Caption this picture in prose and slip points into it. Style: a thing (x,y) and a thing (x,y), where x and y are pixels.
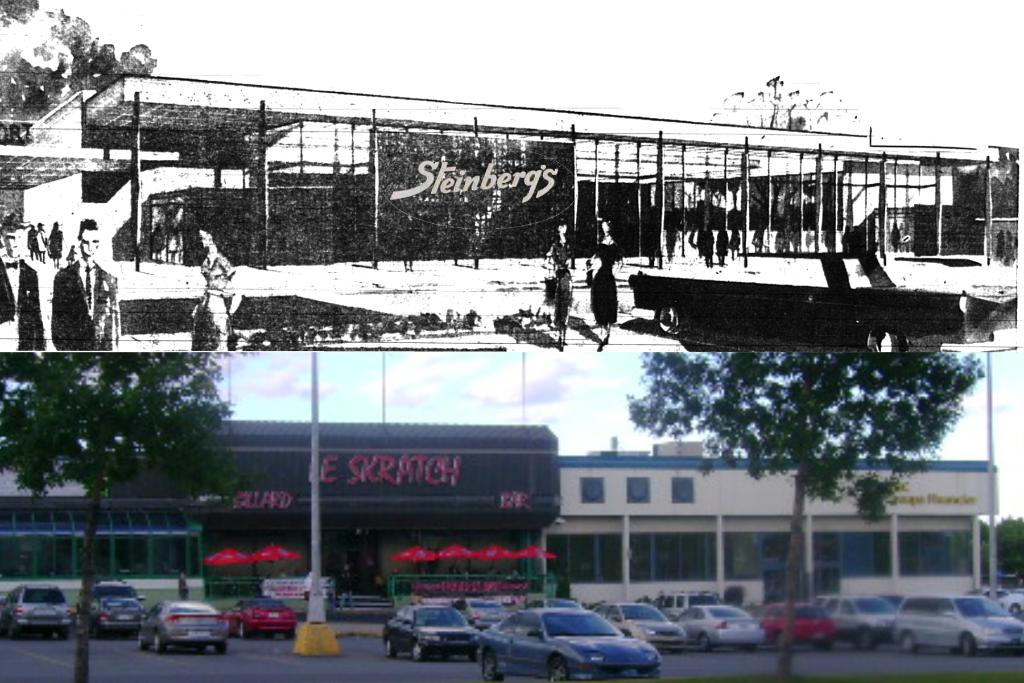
In the given image at the bottom (422,582) I can see some cars (613,633), trees (787,450), buildings (511,430), pole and in the top (347,172) I can see a black and white picture (413,230).
